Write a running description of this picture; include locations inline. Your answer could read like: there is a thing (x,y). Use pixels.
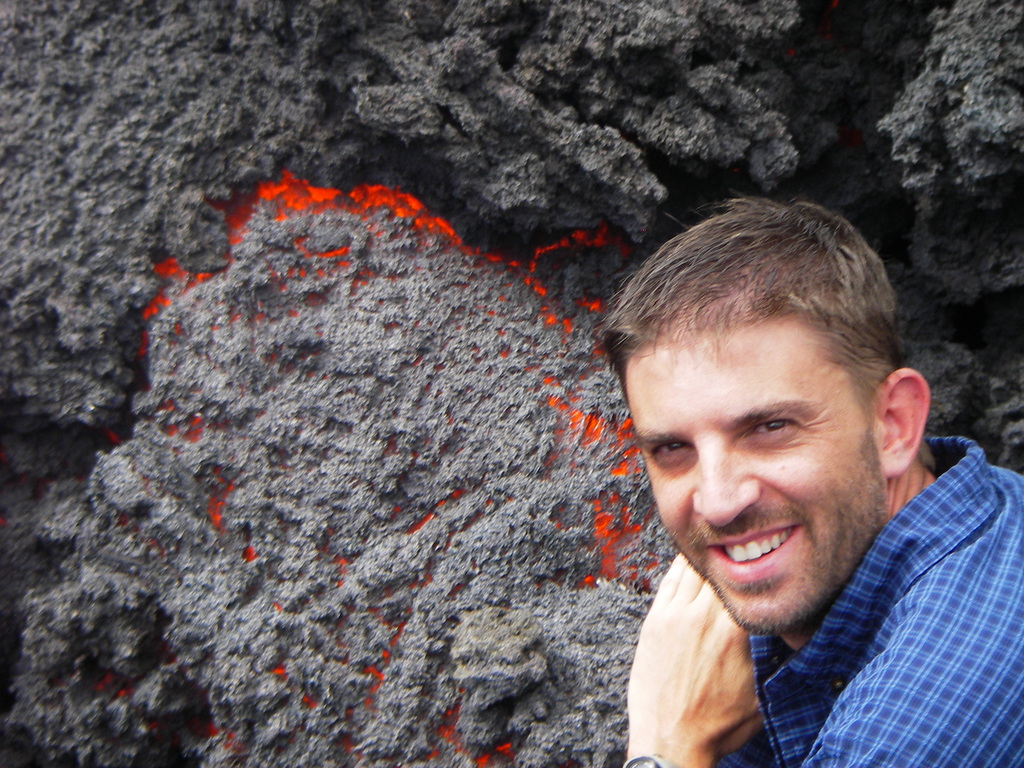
In this picture I can see on the right side (729,536) a man (862,620) is smiling he wore blue color shirt (989,650). In the middle (463,502) there is the lava (347,337) in grey and red color.
